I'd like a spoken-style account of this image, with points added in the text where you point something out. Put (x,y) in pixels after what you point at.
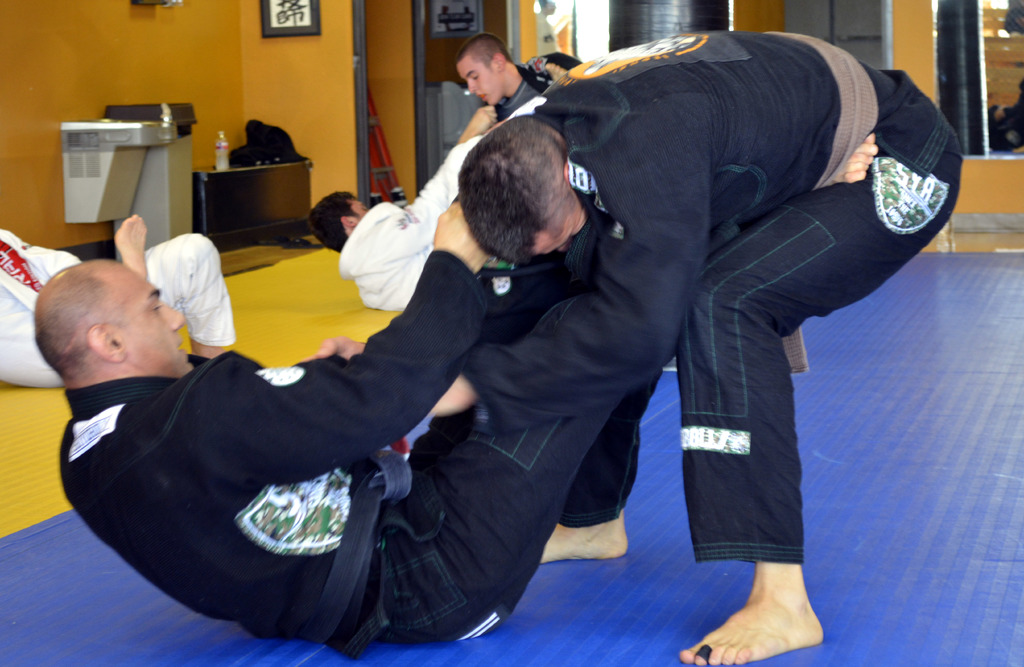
In this picture we can see there are groups of people (315,370) on the floor (315,249) and the people (330,501) are performing the stunts. Behind the people (438,457) there is an orange wall (284,55) with a photo frame (284,31) and other things (992,51).
